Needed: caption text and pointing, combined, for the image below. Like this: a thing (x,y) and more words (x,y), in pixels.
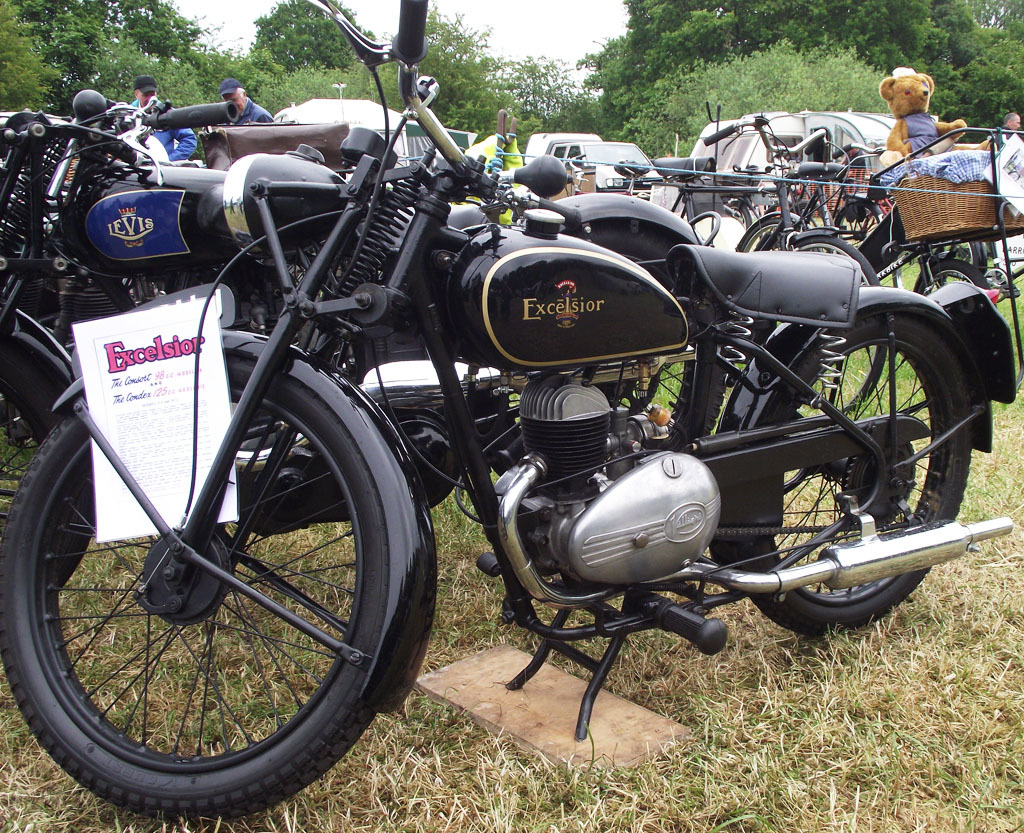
On this grass (829,667) there are motorbikes (661,603), bicycles (819,193) and vehicles (885,147). In this basket (967,227) there is a teddy (895,132). Background (847,6) there are trees (844,18). Here we can see two people (261,107). A paper (105,351) is on wheel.
